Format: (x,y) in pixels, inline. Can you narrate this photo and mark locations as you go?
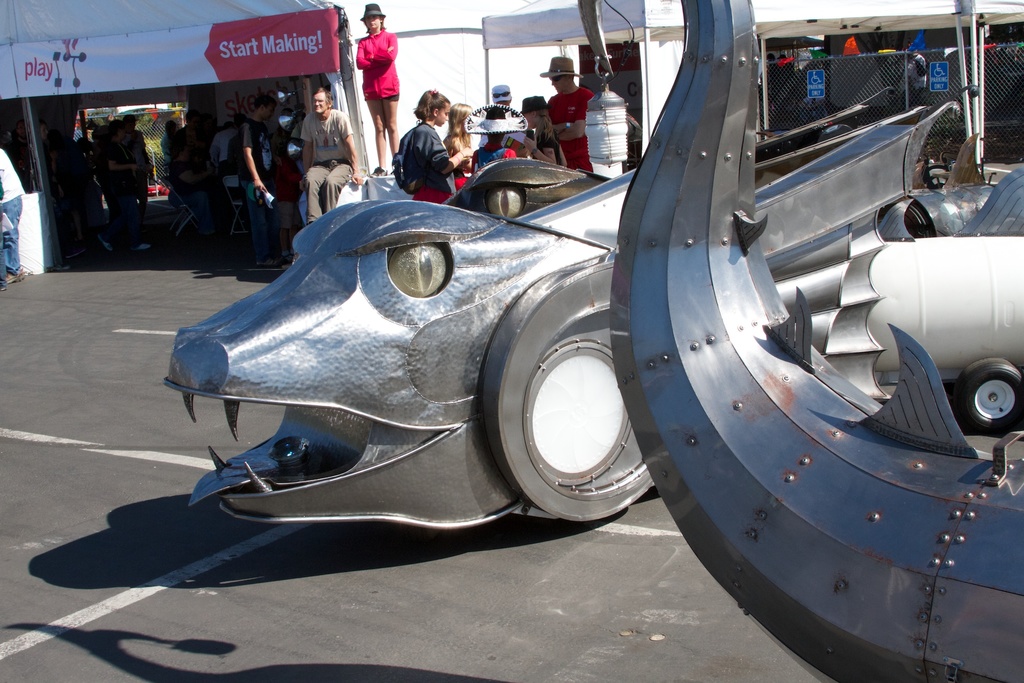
There are some decorative items (544,295). In the back (435,134) there are many people (435,134), tents (649,38), poles (353,90) and fencing (812,61).
